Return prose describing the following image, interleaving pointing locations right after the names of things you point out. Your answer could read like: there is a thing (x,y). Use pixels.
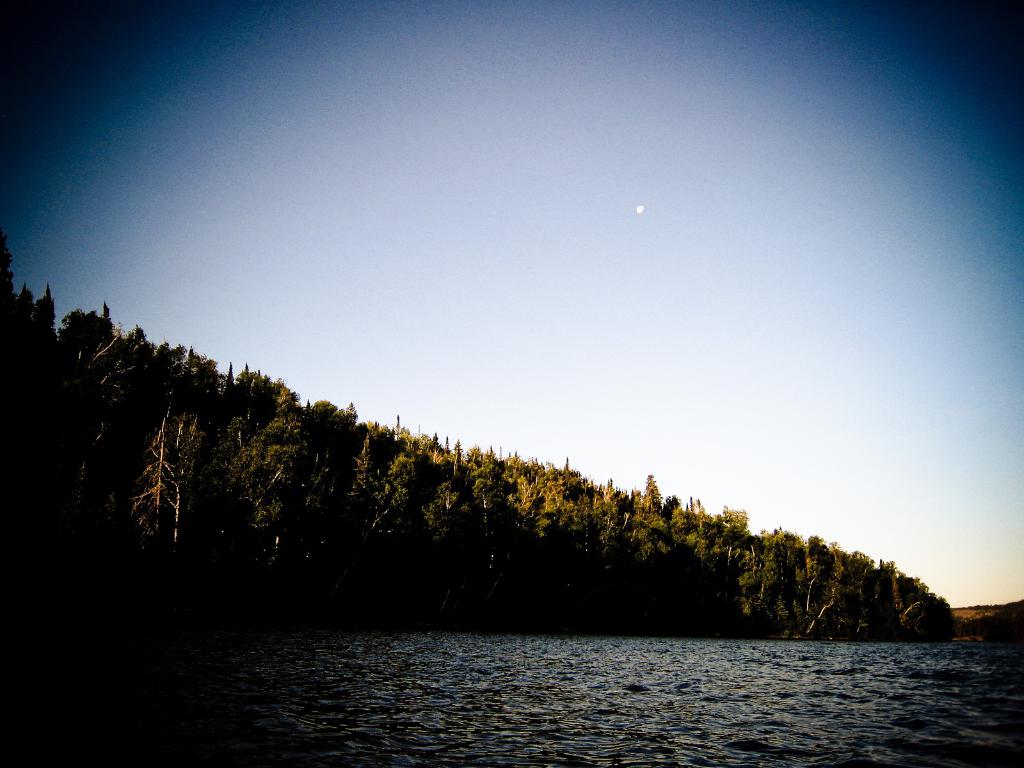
In this image we can see few trees (383,498), water (656,639) and the sky (562,292) in the background (499,247).
